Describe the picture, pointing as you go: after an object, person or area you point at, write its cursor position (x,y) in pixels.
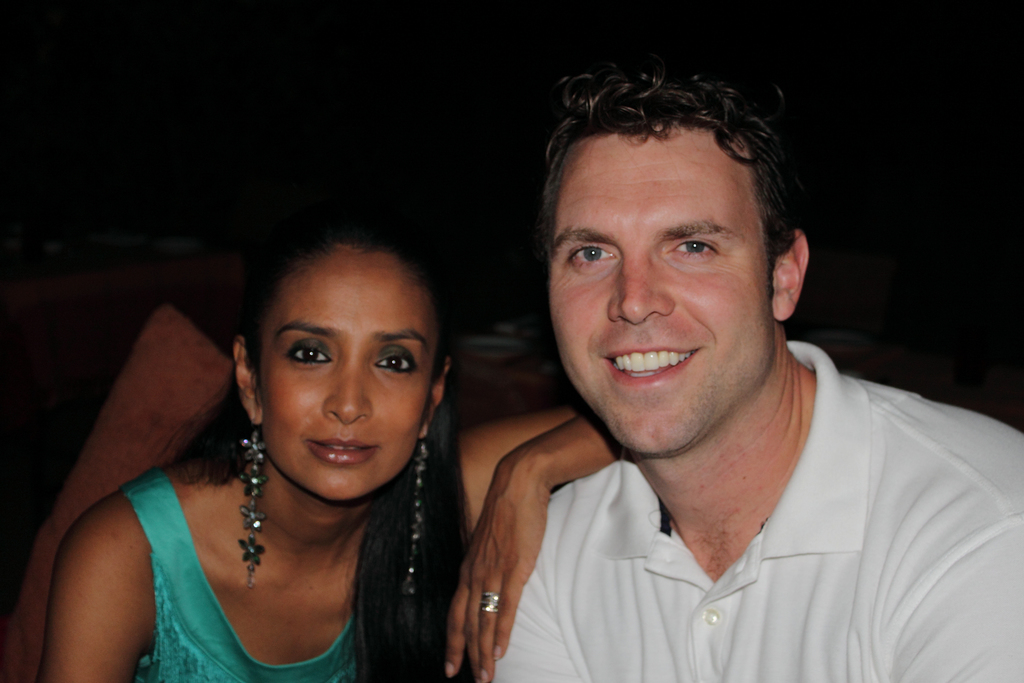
In this image I can see two people (435,436) are wearing white and blue color dresses (337,657). Background (483,3) is dark.
